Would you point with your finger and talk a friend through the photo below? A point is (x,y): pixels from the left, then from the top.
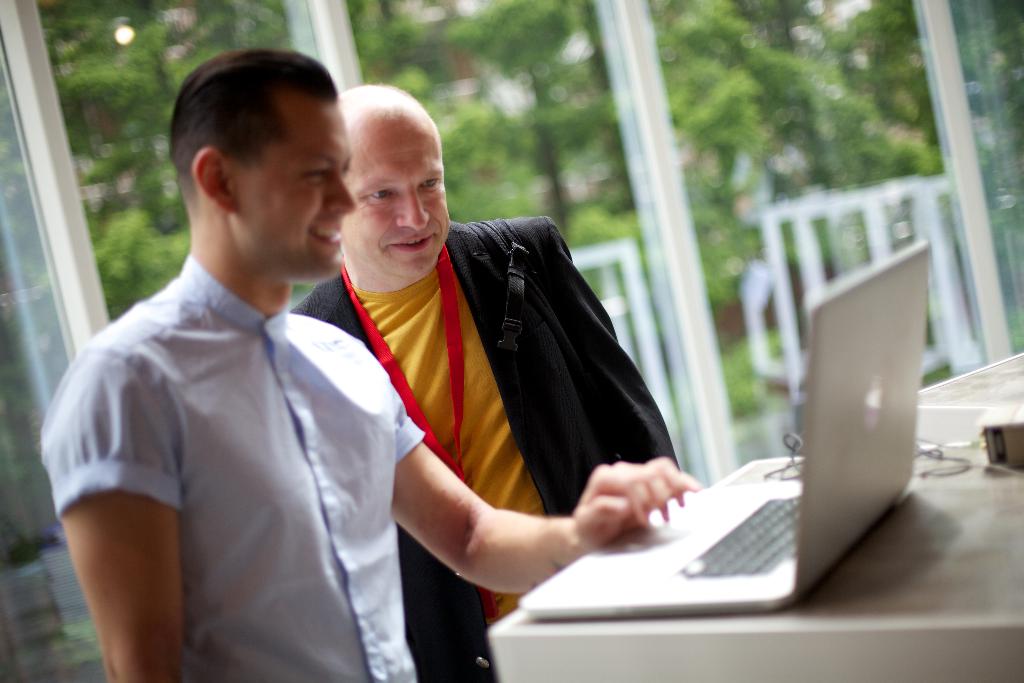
In this image I see 2 men (121,344) and both of them are standing and smiling and I also see that there is a table (548,661) in front (551,675) and there is a laptop (535,606) on it.
